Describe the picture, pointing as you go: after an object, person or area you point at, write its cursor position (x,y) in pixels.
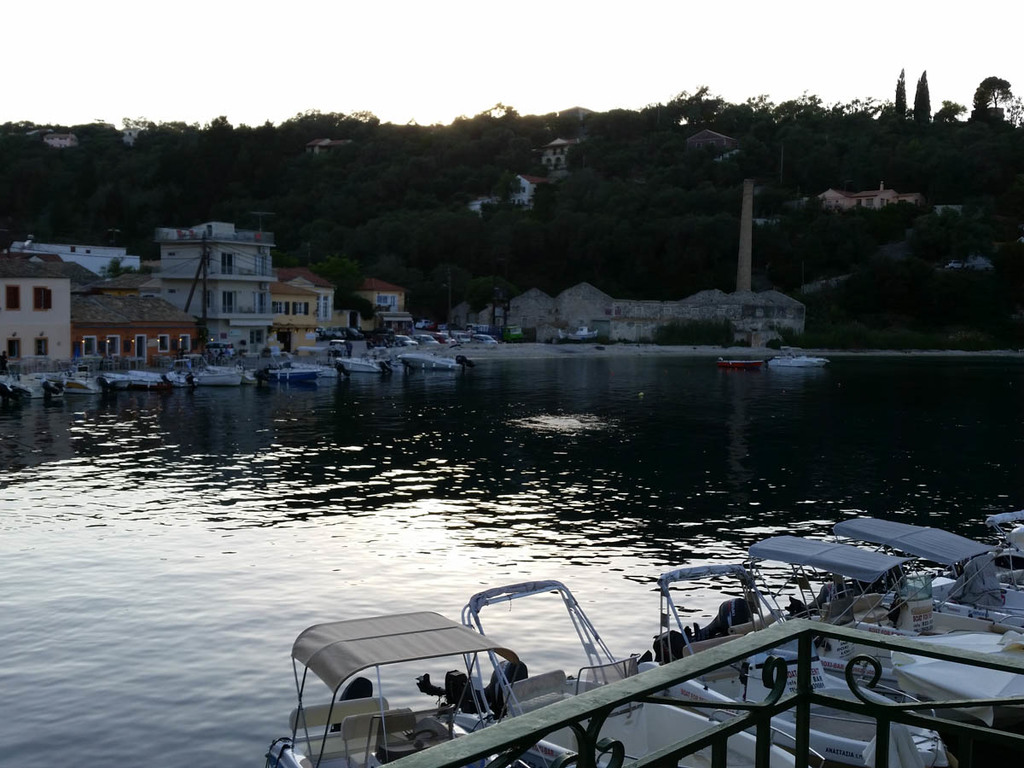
In this picture we can see there are boats (690,679) on the water (260,387). Behind the boats (304,373) there are buildings (287,322), a pole (206,309), cables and trees (325,189). Behind the trees (340,206), there is the sky (591,50).
